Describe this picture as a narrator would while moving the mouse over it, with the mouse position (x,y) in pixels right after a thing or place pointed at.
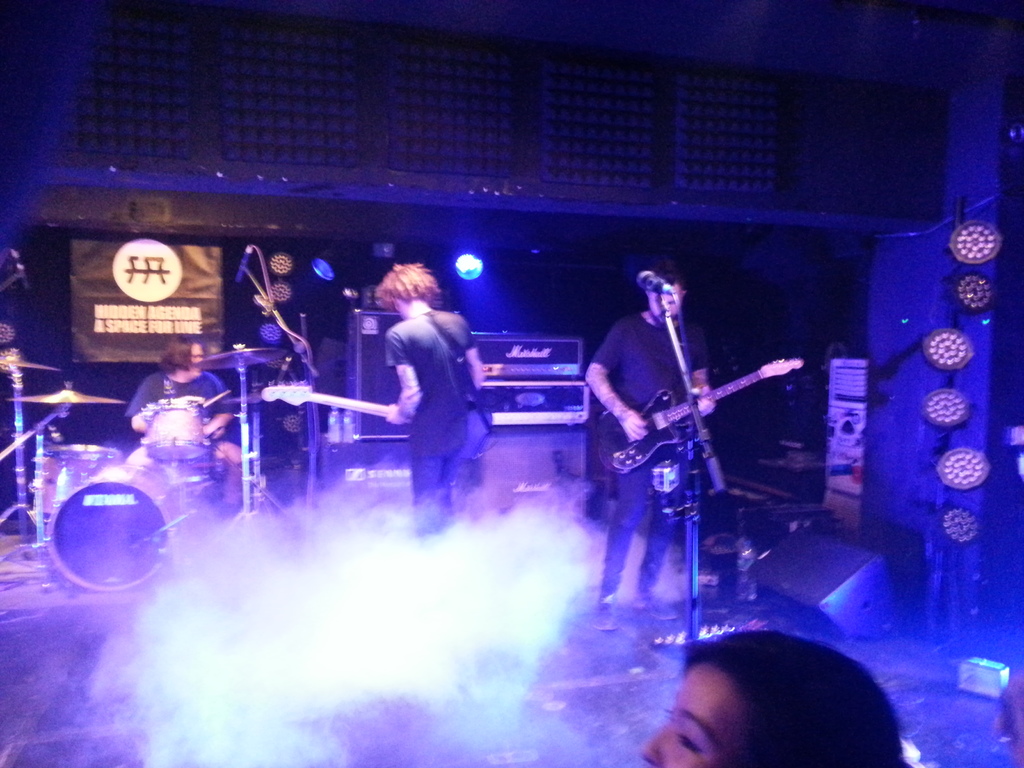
It is looking like a musical concert is going on. On the stage (653,664) two persons (653,383) are playing guitar (610,450). There are mics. On the left (212,428) one person (194,387) is playing drums (73,456). In the background (140,331) there are lights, banners (178,298), speaker (531,344). In the foreground (770,734) a person (743,739) is standing.
